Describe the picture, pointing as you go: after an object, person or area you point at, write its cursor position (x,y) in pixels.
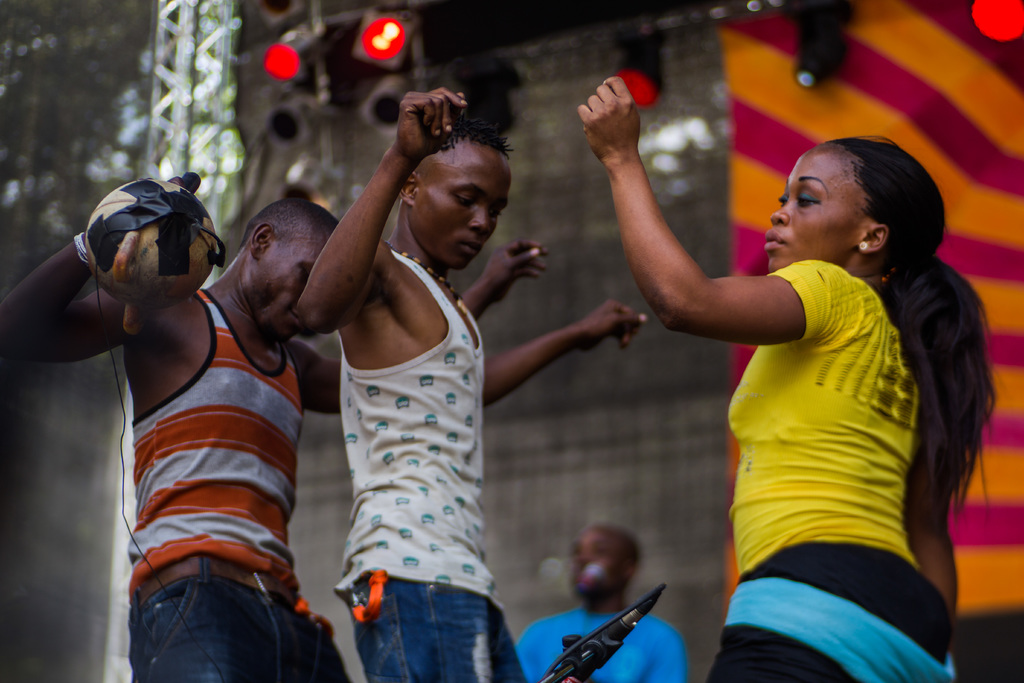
Here in this picture we can see three people (442,436) dancing over a place (530,469) and in the middle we can see a microphone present and the person (230,278) on the left side (188,268) is holding a ball (160,238) in his hand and at the top (365,32) we can see lights (370,47) present and we can also see a banner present over there.
